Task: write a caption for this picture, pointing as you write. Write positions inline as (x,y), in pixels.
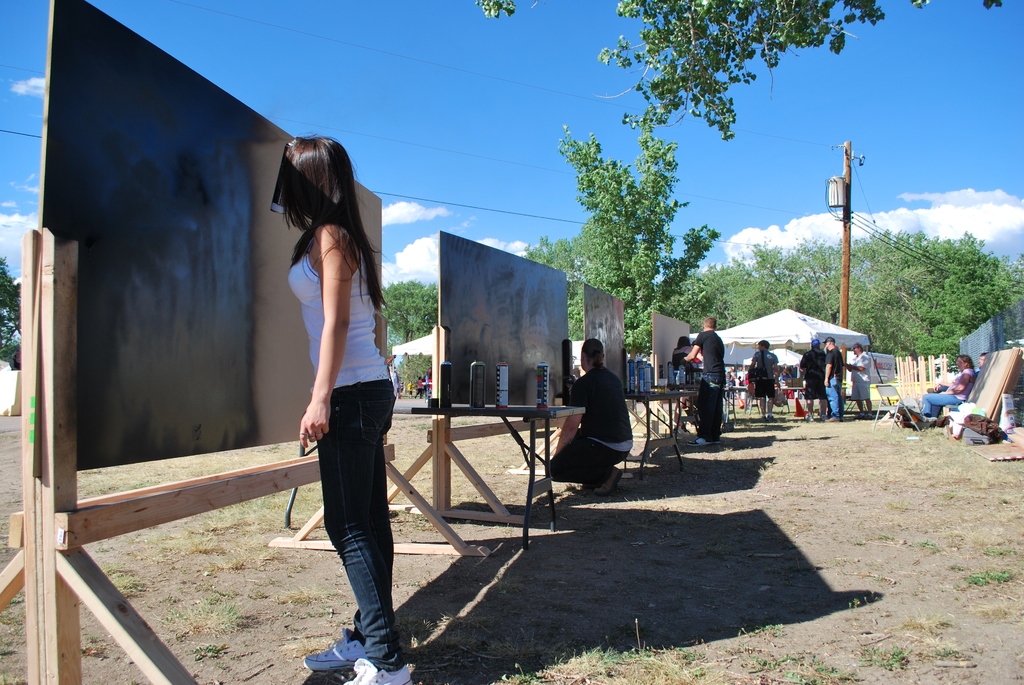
In this image, we can see people (716,381) and some of them are wearing caps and holding objects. In the background (554,358), we can see boards (534,394) and some objects (504,397) on the tables (653,393), tents (776,340), chairs (884,404), a fence (920,375), trees (889,315) and we can see a pole (845,243) along with wires (891,240) and we can see some vehicles (891,378) and traffic cone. On the right (965,384), we can see some people (957,397) sitting. At the bottom (746,576), there is ground (832,532) and at the top (462,88), there is sky (444,134).
